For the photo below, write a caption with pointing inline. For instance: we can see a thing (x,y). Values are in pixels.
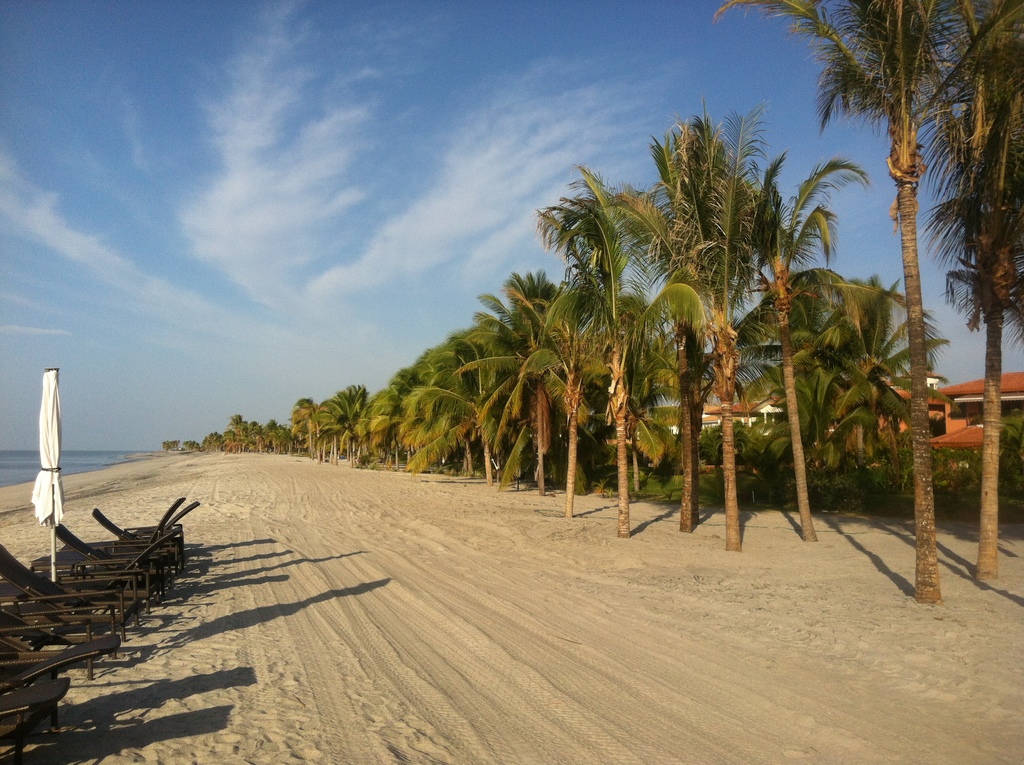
In this image we can see sand (388,551), trees (860,425), houses (929,403), plants (744,464), chairs (157,537), water (102,460), sky (378,141) and clouds (308,200).
